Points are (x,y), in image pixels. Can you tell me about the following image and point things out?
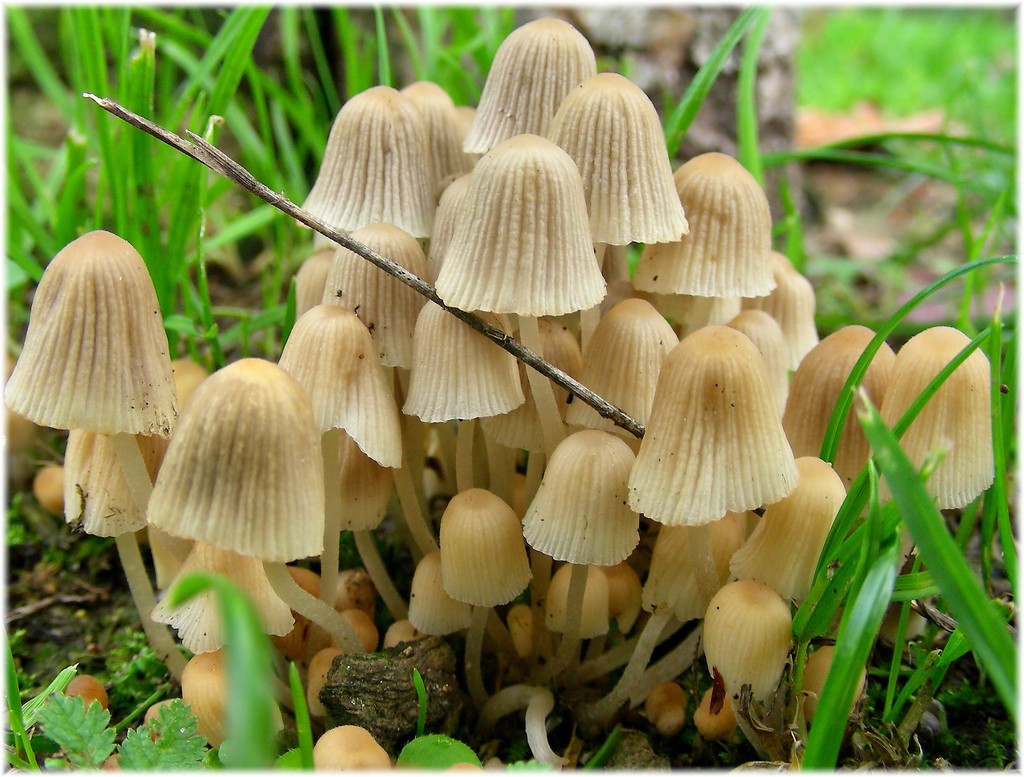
In this image in front (705,407) there are mushrooms (412,479) and plants (292,133).
